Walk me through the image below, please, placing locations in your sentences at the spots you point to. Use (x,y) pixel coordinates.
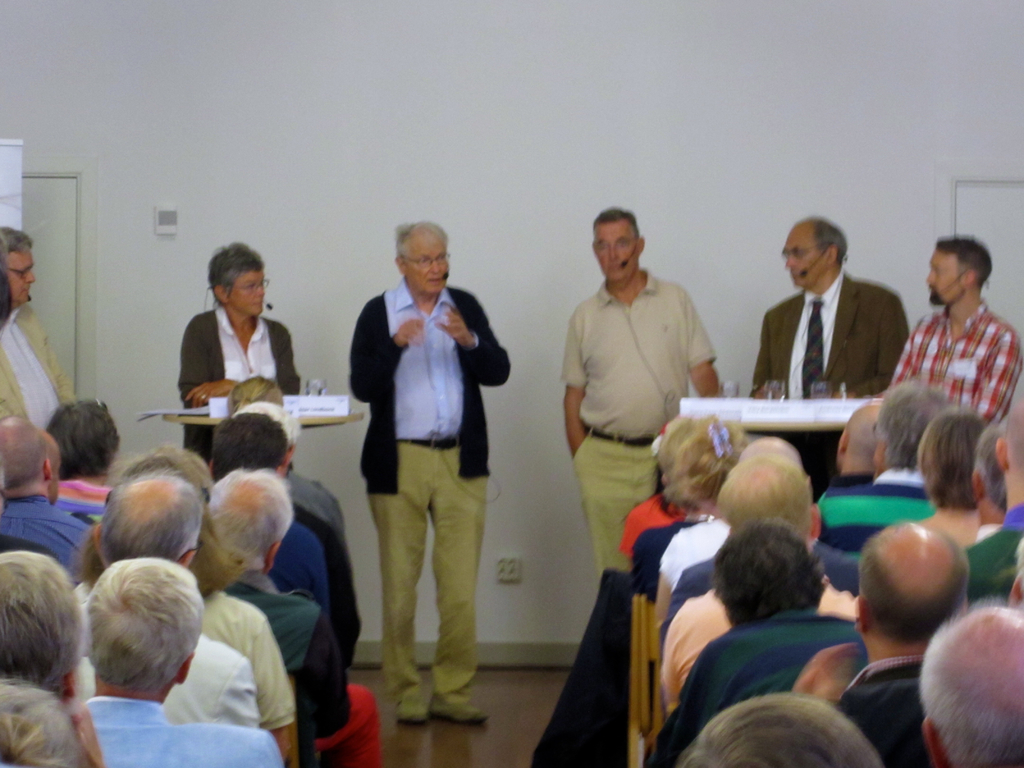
In this image I can see the group of people (646,473). I can see few people (267,669) are sitting and few people (450,478) are standing. These people (444,332) are wearing the different color dresses (834,644). I can see the tables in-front of few people (588,470). On the tables (773,426) I can see the boards (805,411) and the glasses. In the background (409,73) I can see the white wall (408,162).
